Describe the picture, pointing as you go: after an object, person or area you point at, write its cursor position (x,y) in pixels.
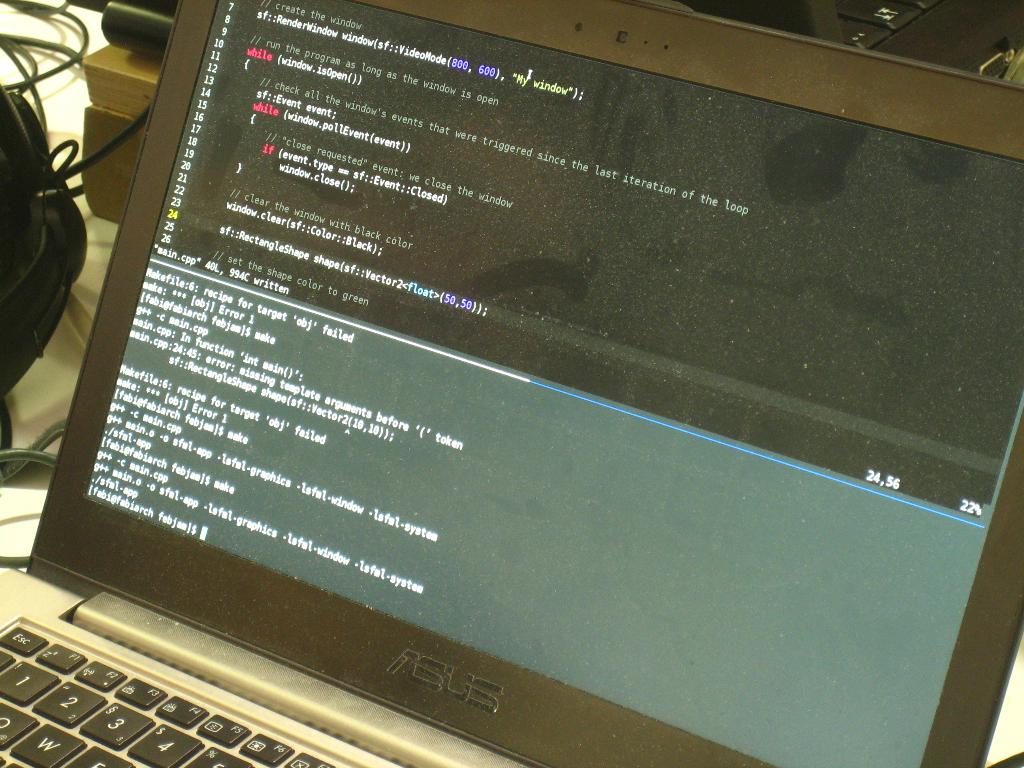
In this picture we can see a laptop (169,705), there is some text (480,69) on the screen (503,213), we can see wires (31,45) on the left side (27,10).
